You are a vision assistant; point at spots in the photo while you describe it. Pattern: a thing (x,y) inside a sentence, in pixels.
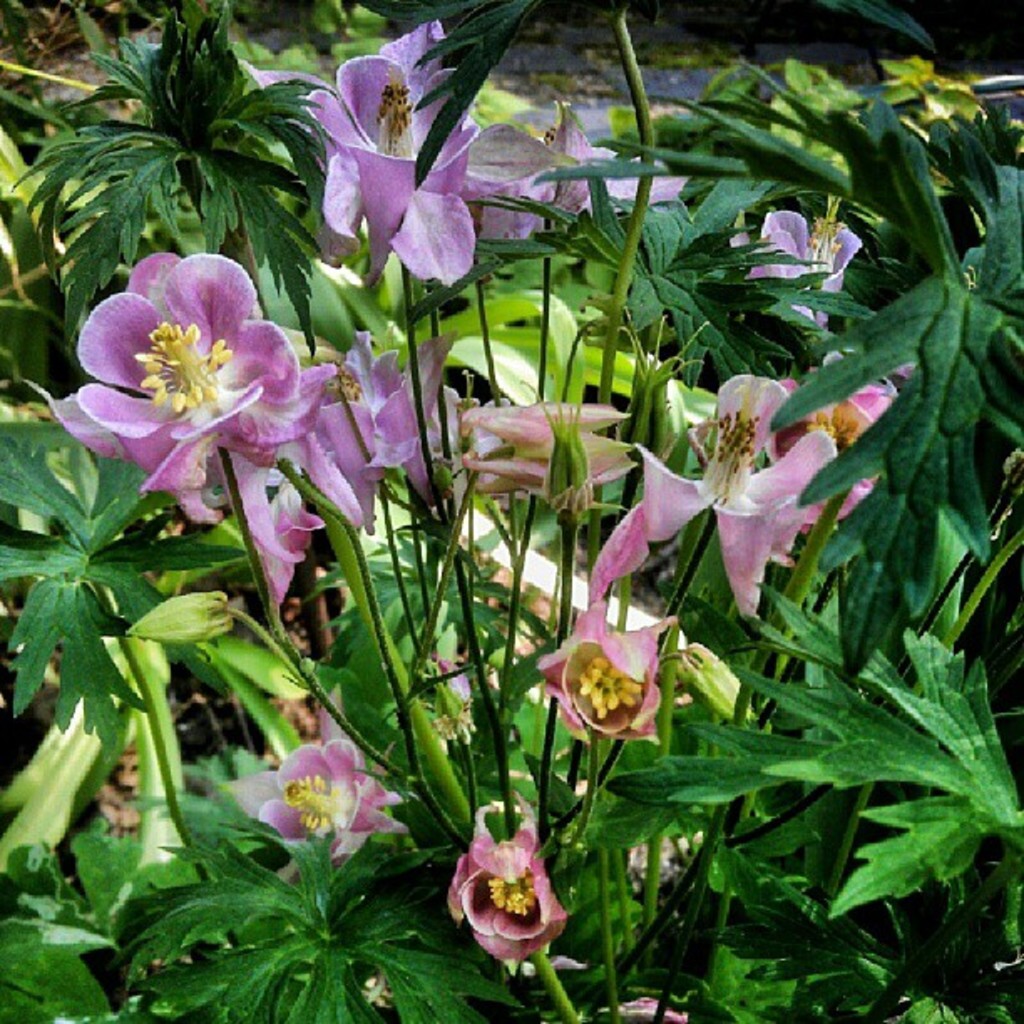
This image is taken outdoors. In this image there are a few plants (400,850) with green leaves (833,783). In the middle of the image (393,394) there are a few beautiful flowers (325,823) which are purple in color.
